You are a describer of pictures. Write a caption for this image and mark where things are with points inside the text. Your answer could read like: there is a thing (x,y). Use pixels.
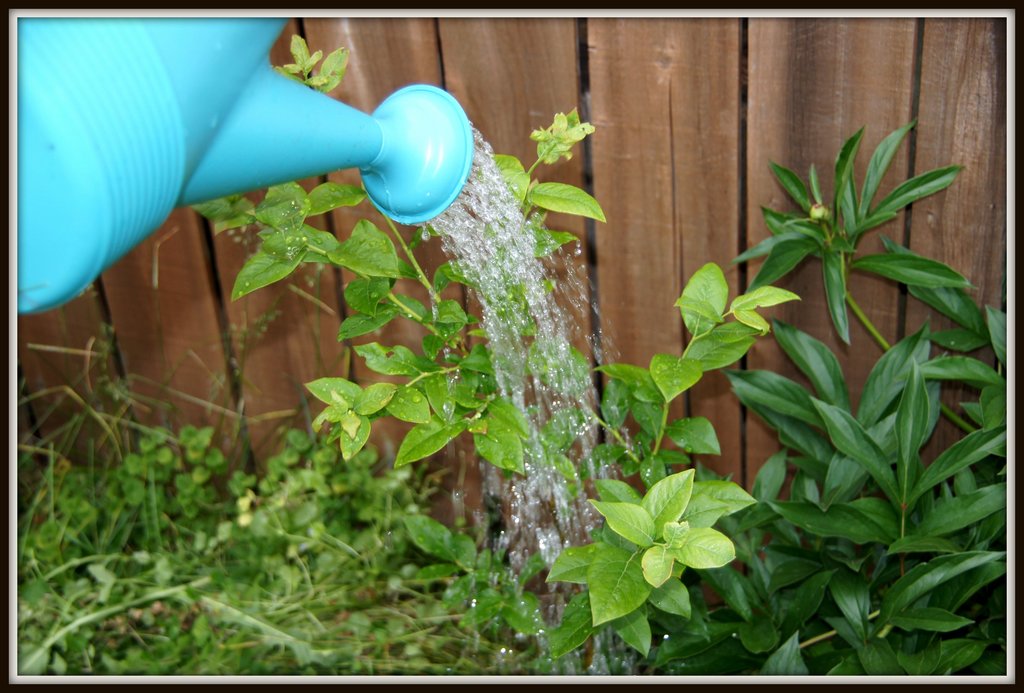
In this picture, we see a blue color watering pot (59,147). At the bottom of the picture (482,602), we see plants (473,594) and behind that, we see a wooden fence (620,197).
